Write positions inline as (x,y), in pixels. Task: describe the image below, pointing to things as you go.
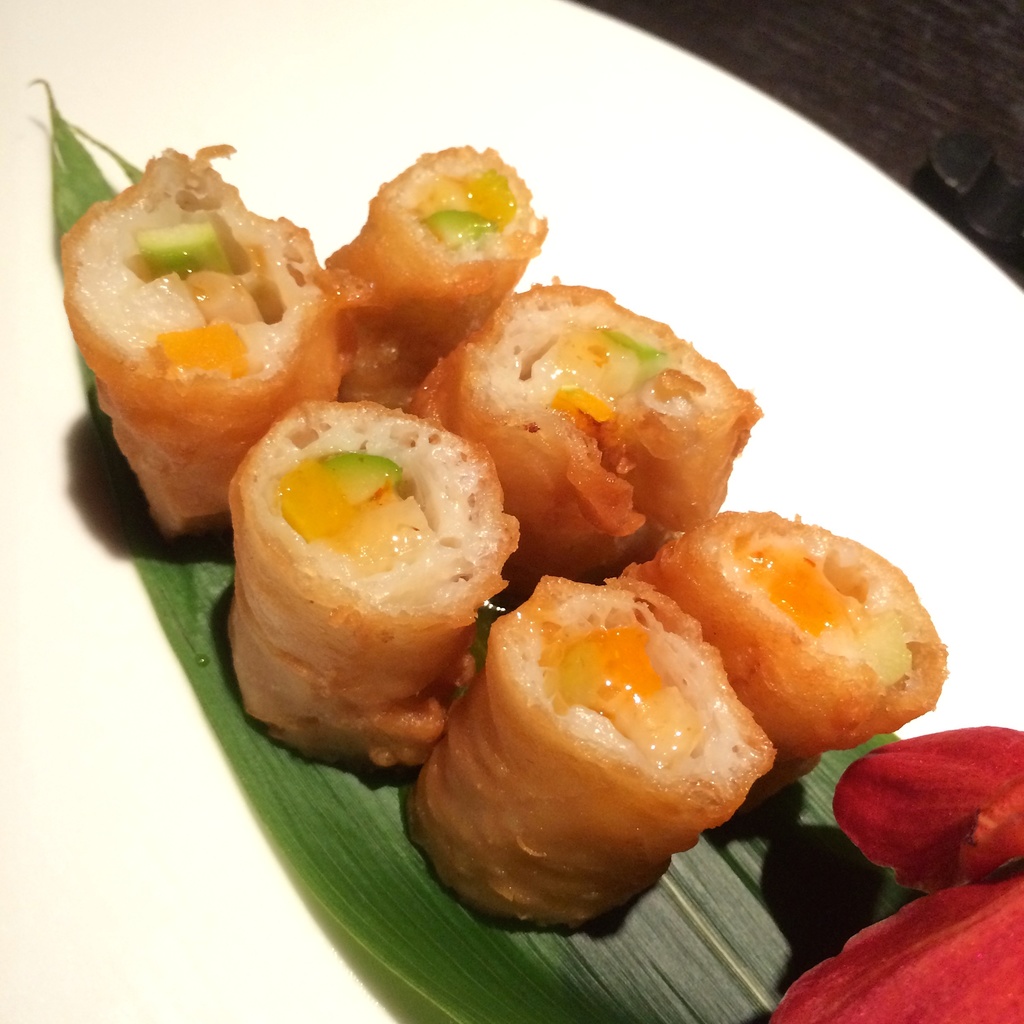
In the picture I can see the plate (353,160). At the top of the plate (944,586) I can see food items (343,386).
